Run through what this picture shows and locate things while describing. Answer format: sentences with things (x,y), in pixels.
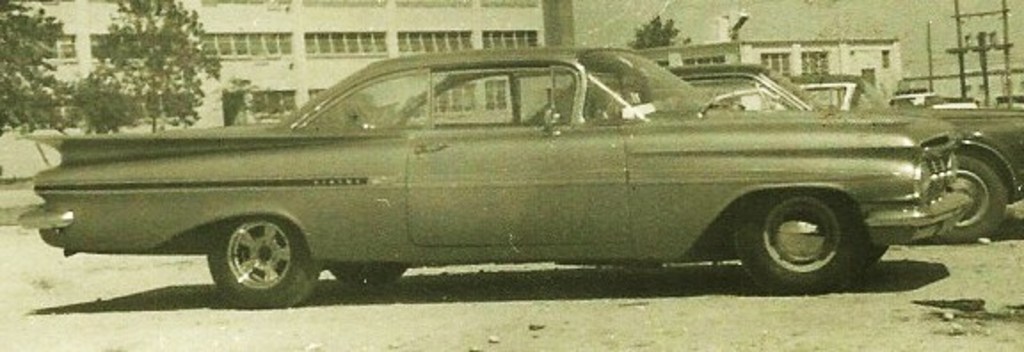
In this image in front (718,188) there are cars (725,150) parked on the road (332,326). In the background (222,98) there are trees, buildings (878,50), transformer (974,74) and sky (633,15).
